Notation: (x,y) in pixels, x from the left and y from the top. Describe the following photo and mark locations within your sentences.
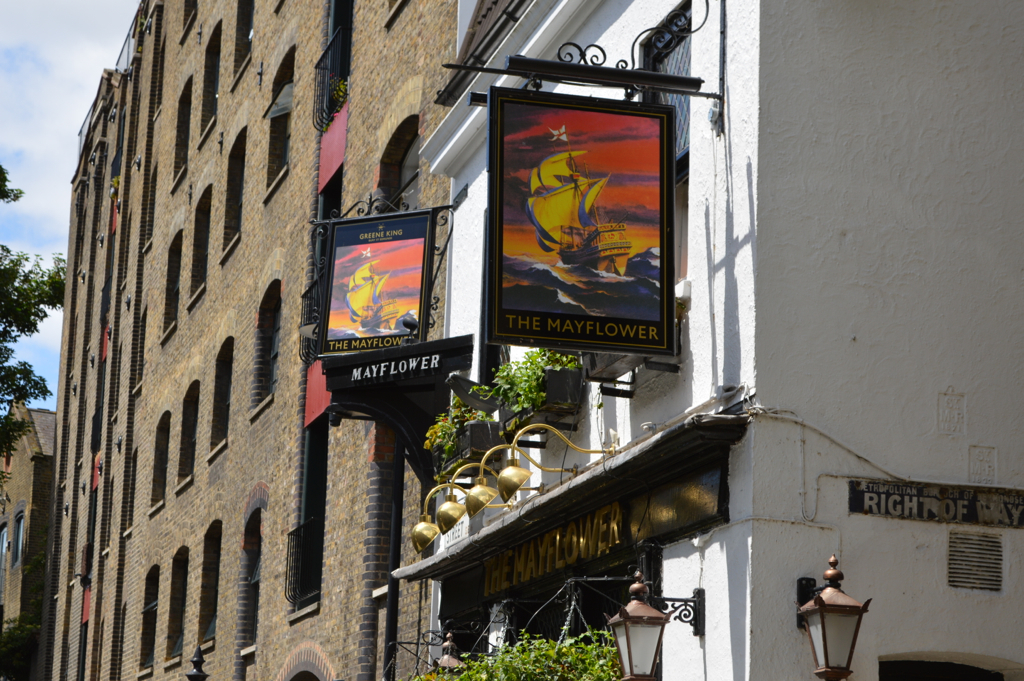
In this image we can see buildings (317,283), banners (526,274) and potted plants (483,421). At the bottom of the image (569,658), we can see leaves (556,651) and lights (656,663). On the left side of the image (53,49), we can see the sky (28,141) and a branch (30,281) of a tree (30,304).
